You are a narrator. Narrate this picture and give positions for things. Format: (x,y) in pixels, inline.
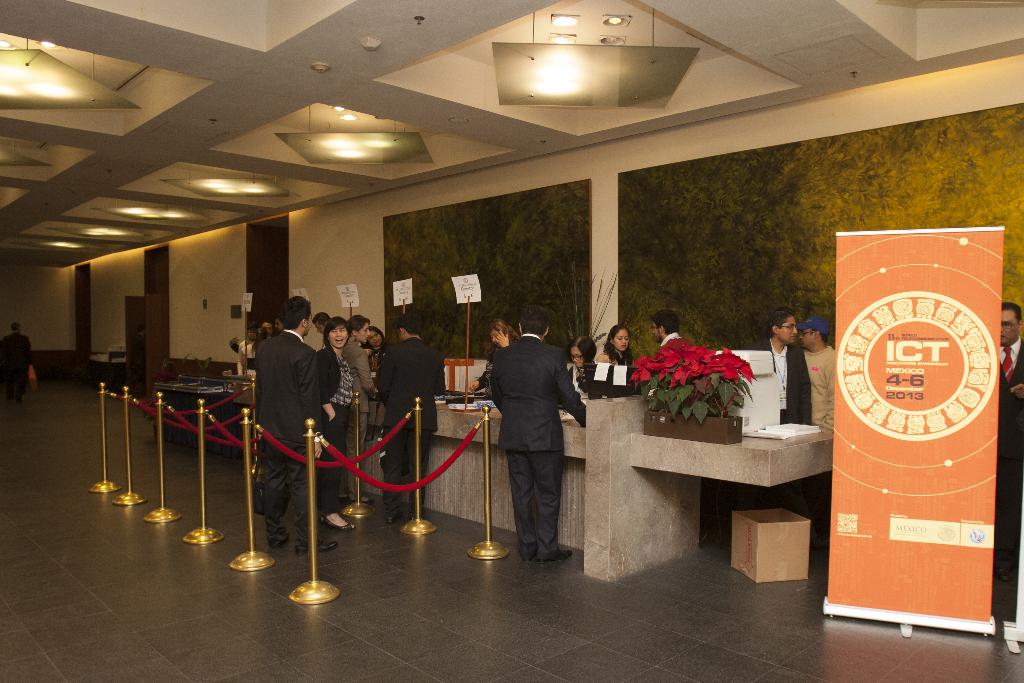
This image consists of many people (368,394) standing near the reception (642,445). At the bottom (569,569), there is a floor (728,542). In the background (324,236), there is a wall (349,219). At the top (452,122), there is a roof (260,95) along with light (372,159).
